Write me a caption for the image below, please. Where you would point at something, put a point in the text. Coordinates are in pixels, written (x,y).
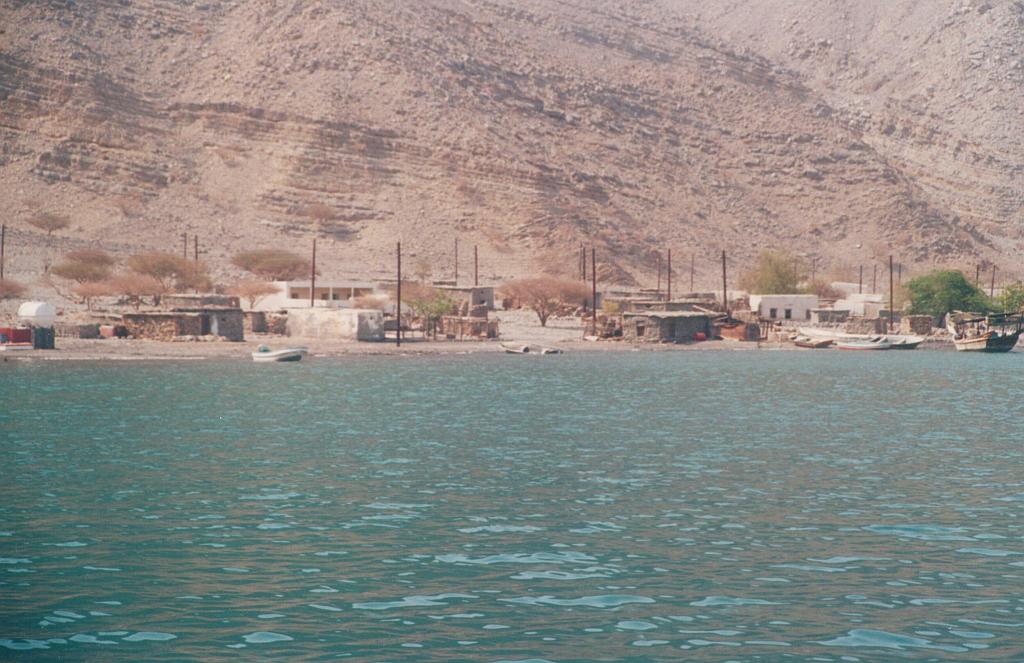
In this image there are boats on a river (450,475), on the other side of the river (407,366) there are trees (554,296), houses (318,328), poles (724,286), behind that there is a mountain (430,149).
